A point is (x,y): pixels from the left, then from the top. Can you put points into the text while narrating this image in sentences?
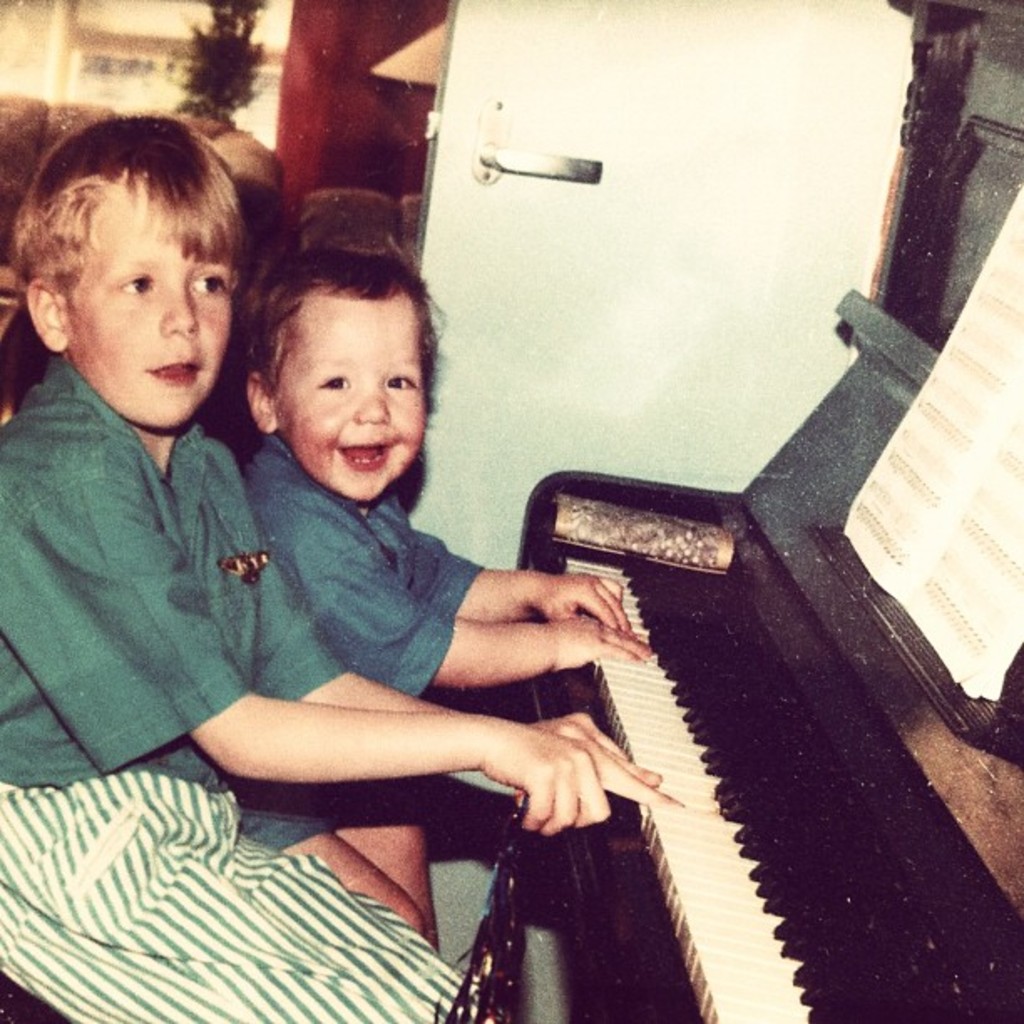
In this image, two kids (458,652) are playing a musical instrument (683,734). One is smiling. On right side (957,534), we can see book (998,459). At the background (682,394), there is a door (497,230), sofa (267,164), couch (225,142), plant (224,85) and wall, window (95,55).
